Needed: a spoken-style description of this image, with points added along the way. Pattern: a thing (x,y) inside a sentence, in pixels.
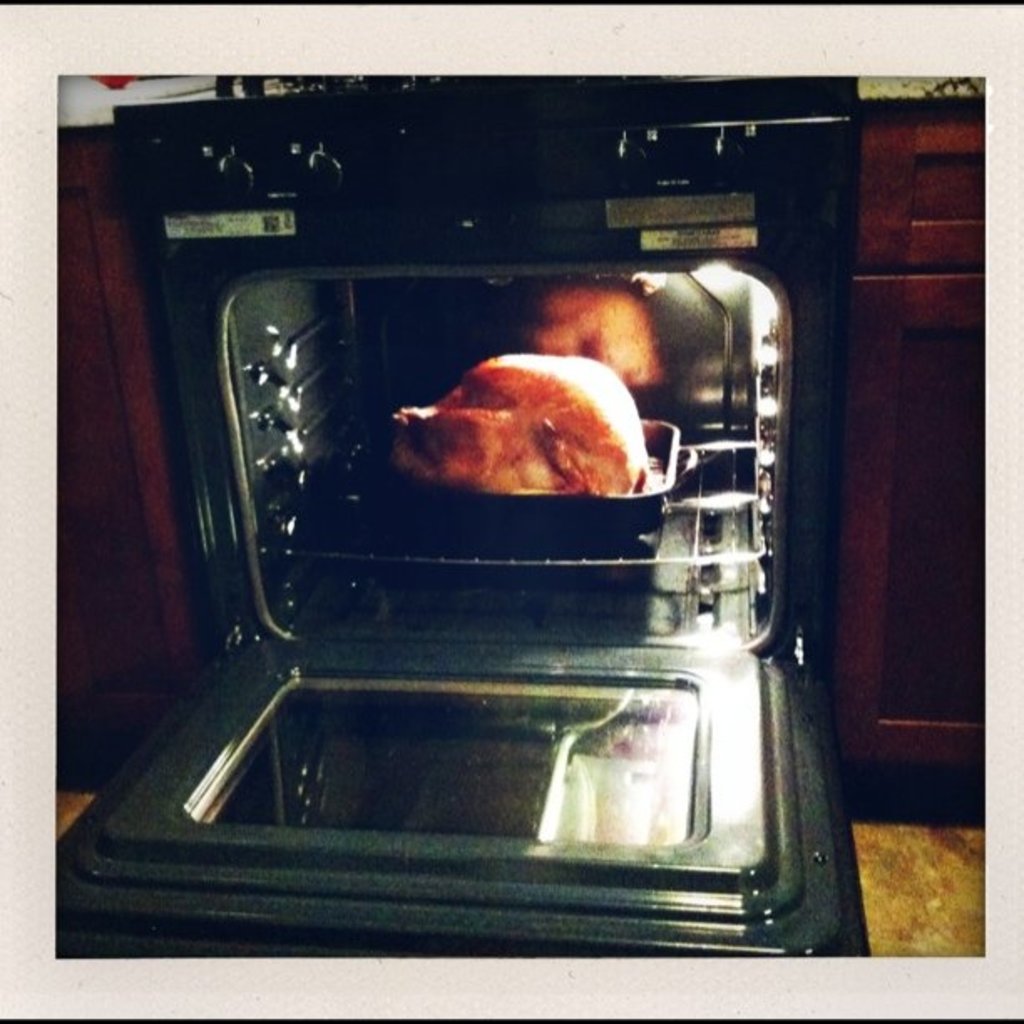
In this image we can see a oven (690,568). In which we can see a tray (425,492) and there is chicken (483,450) in it.
